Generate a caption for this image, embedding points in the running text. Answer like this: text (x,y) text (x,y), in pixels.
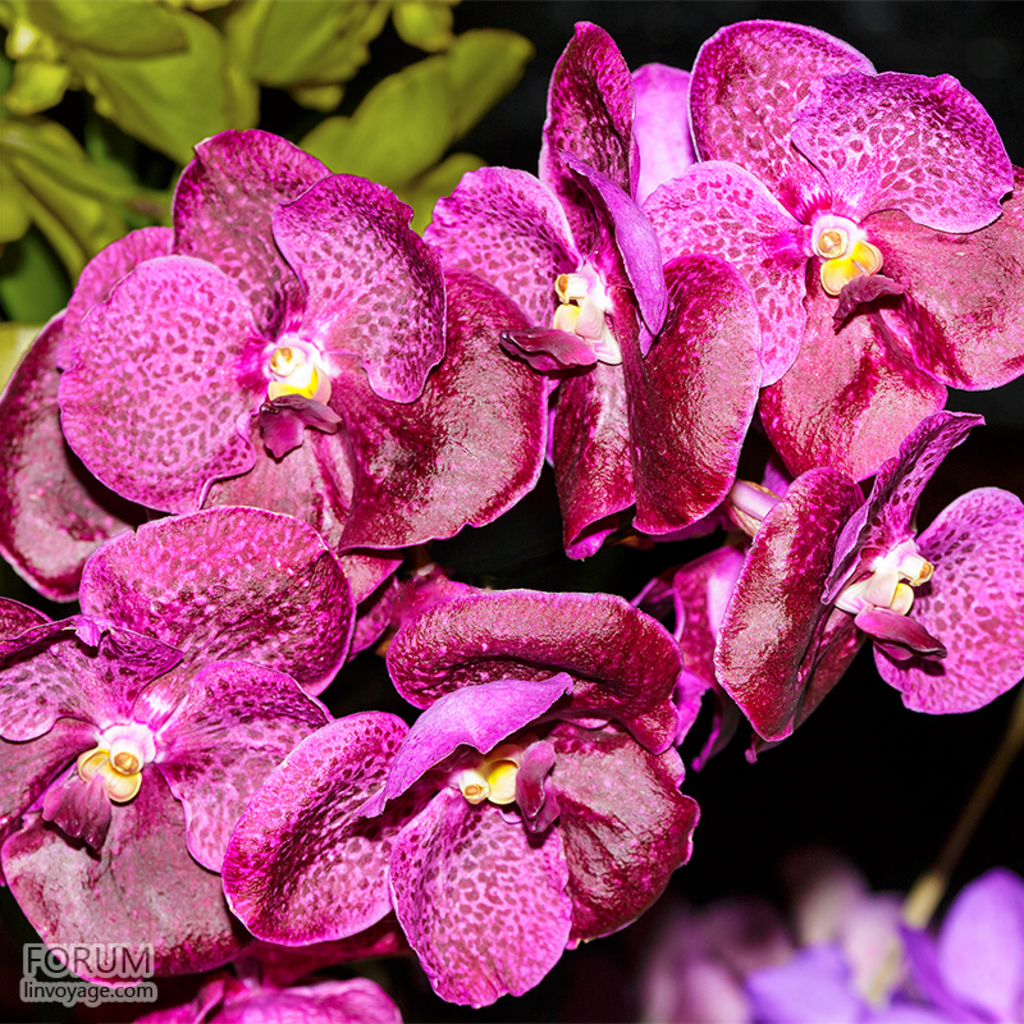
In the image in the center (468,472) there is a plant (284,34) and few flowers (593,297), which are in pink color. On the right bottom, we can see violet color flowers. And on the bottom left of the image, there is a watermark (88,974).
